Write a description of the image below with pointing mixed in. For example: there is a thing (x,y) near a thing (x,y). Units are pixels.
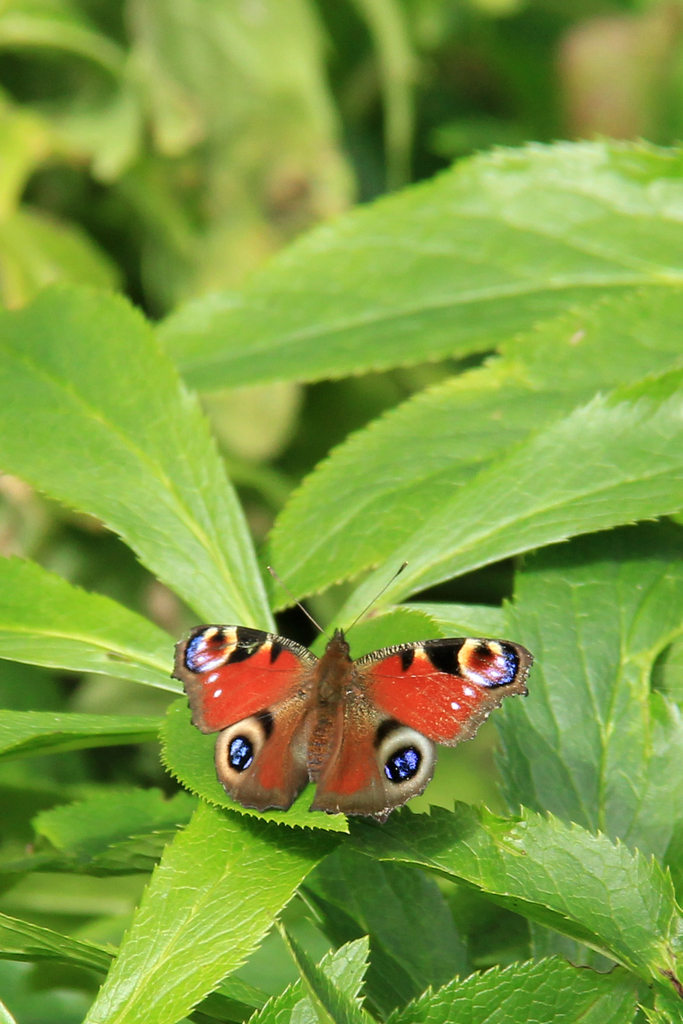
In the foreground (199,662) a butterfly (232,634) is sitting on the leaf (169,719) which is of red, brown, black and blue in color. There are group of plants (415,605) visible which are green in color. This image is taken during day time.
